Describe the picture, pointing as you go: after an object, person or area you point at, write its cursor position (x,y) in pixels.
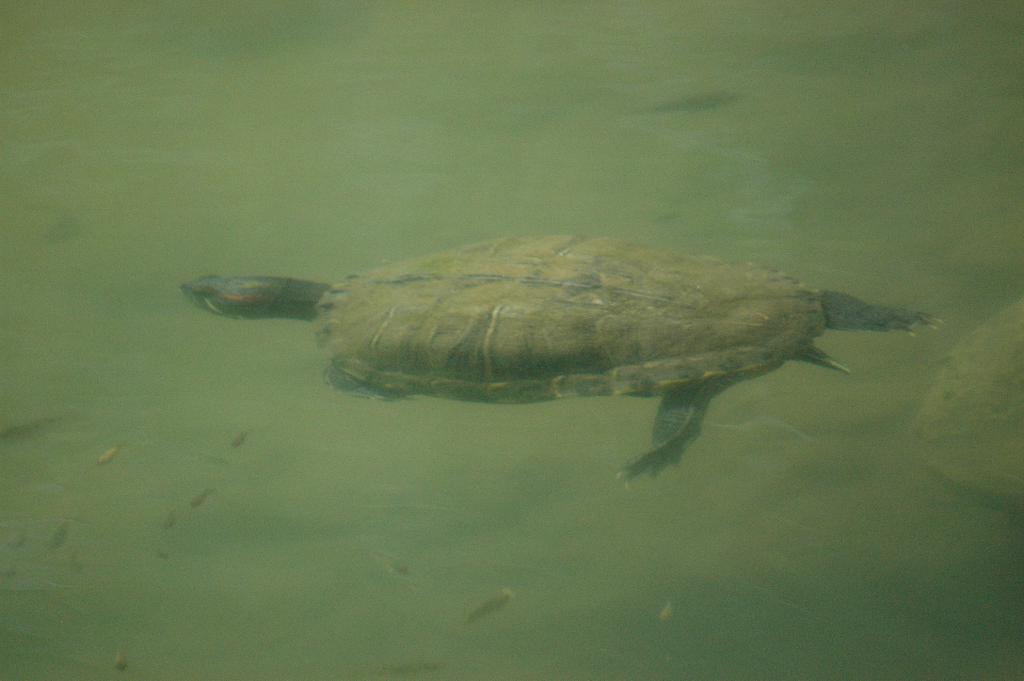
In this image, I can see a turtle (592,353) in the water (224,373) These are the tiny fishes (107,455). This water (612,583) looks green in color.
